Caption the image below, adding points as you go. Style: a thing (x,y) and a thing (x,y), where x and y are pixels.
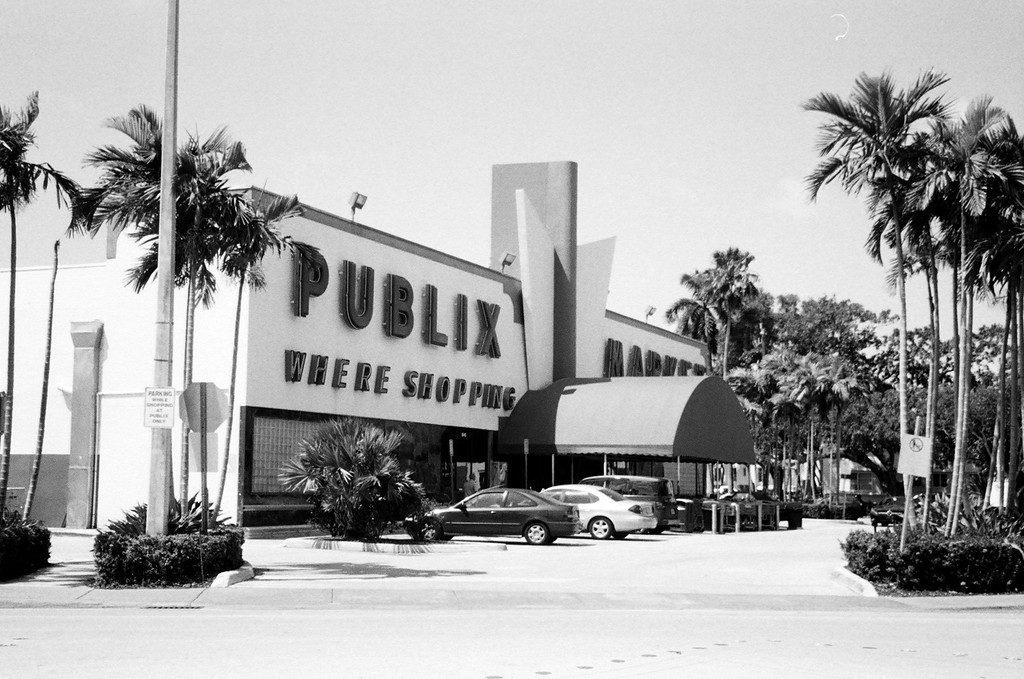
In this black and white image there is a building (448,436), in front of the building (618,430) there are few vehicles (591,510) parked and around the building (400,376) there are trees (821,394) and plants (931,517). In the background (494,77) there is the sky (631,93).
